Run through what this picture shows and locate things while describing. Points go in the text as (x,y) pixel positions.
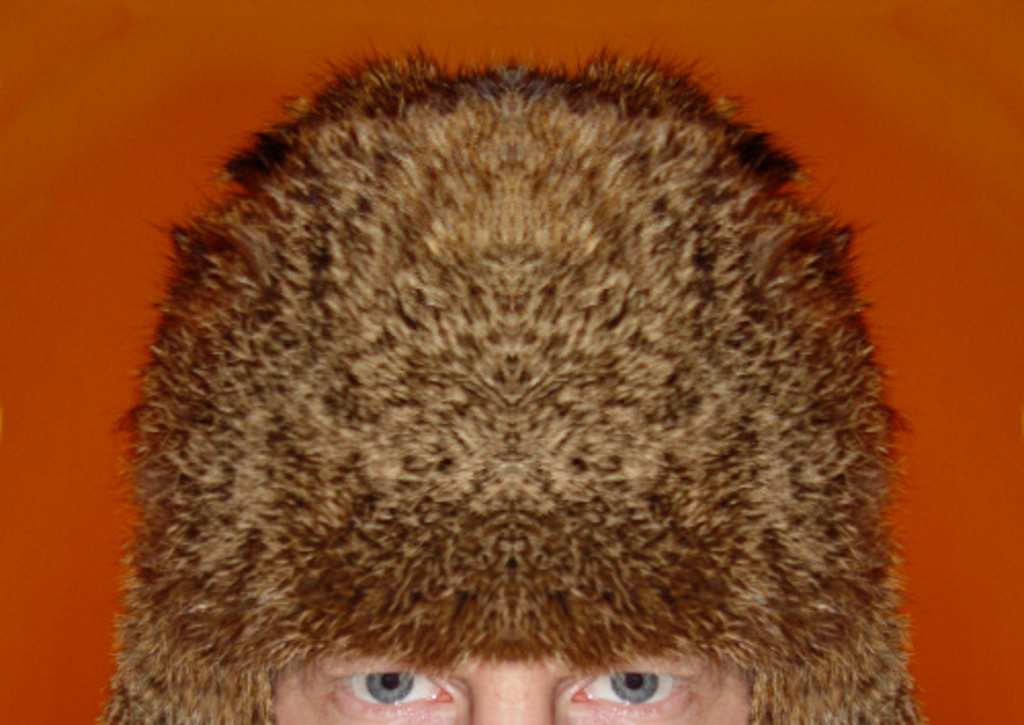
In the image I can see the person eye (659,683) and the cap (212,506) on the head (330,668).
